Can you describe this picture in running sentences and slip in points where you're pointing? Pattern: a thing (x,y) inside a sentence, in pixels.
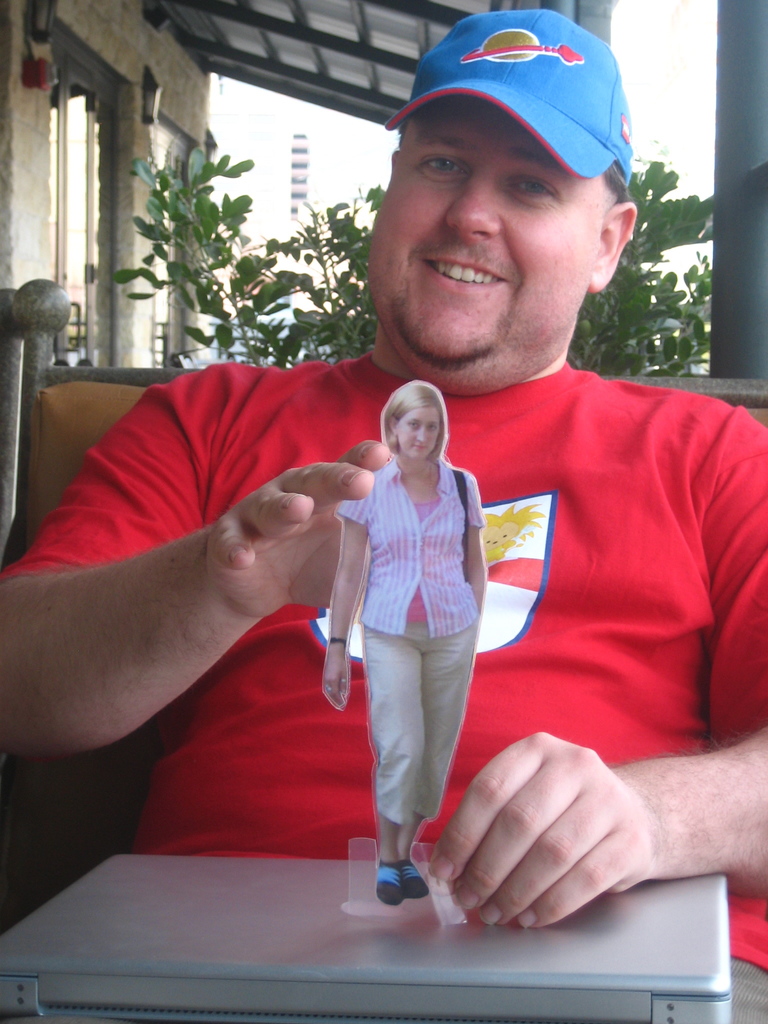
In this image, we can see a man (640,507) wearing a red color t-shirt (301,400) sitting on the chair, in the background (651,288) there is a green color plant (643,298) and there is a shed (378,0) in the top (365,8).
